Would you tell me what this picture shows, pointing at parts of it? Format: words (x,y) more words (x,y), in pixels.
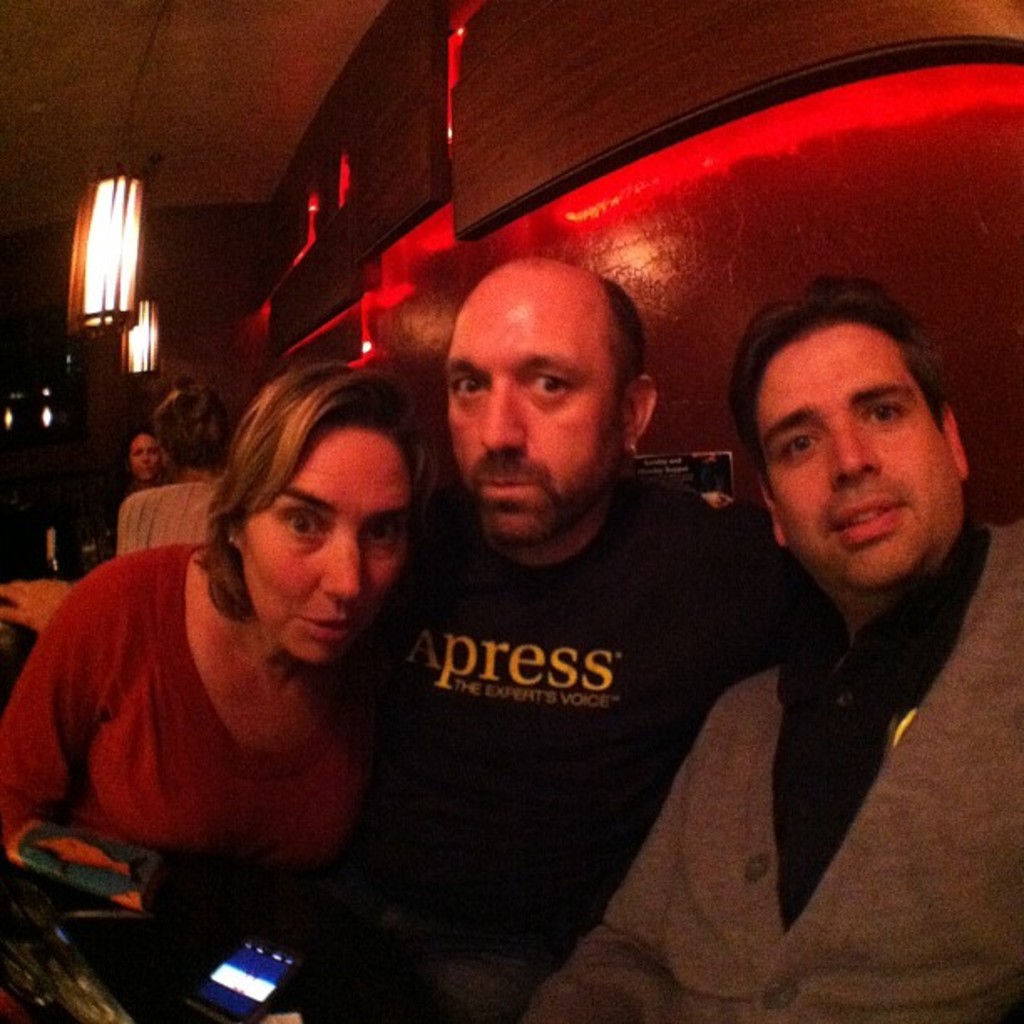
In this image there are few people (374,576), lights (91,222) hanging from the top and some lighting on the wall (419,376).
